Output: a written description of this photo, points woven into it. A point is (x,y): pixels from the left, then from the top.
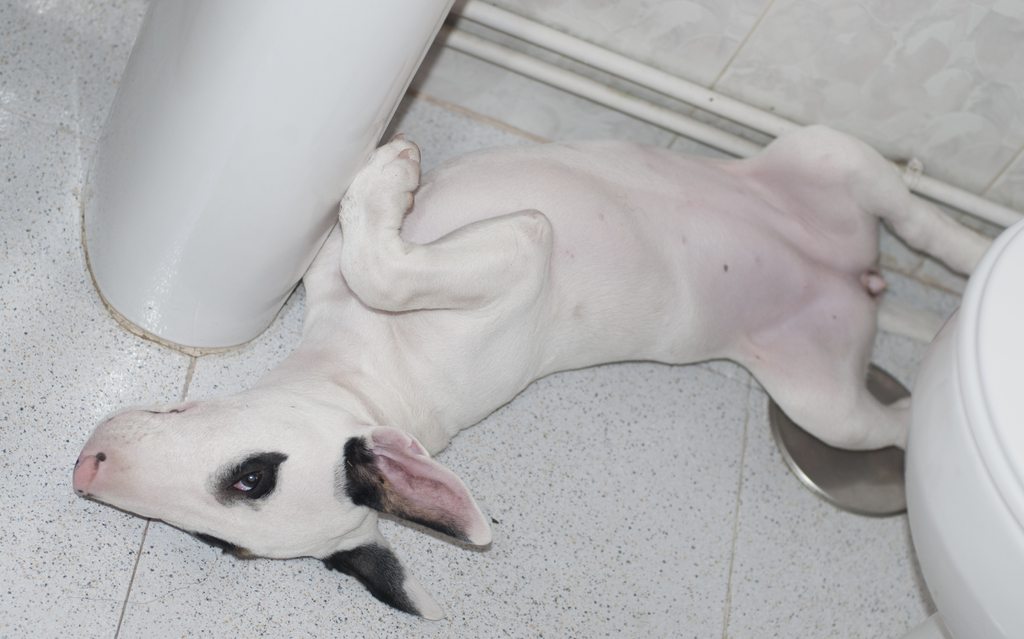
In this picture we can see a dog (466,423) is laying on the floor (31,275) and in front of the dog (404,307) there is a pillar (329,189) and pipes (608,70) to the wall (653,65).
